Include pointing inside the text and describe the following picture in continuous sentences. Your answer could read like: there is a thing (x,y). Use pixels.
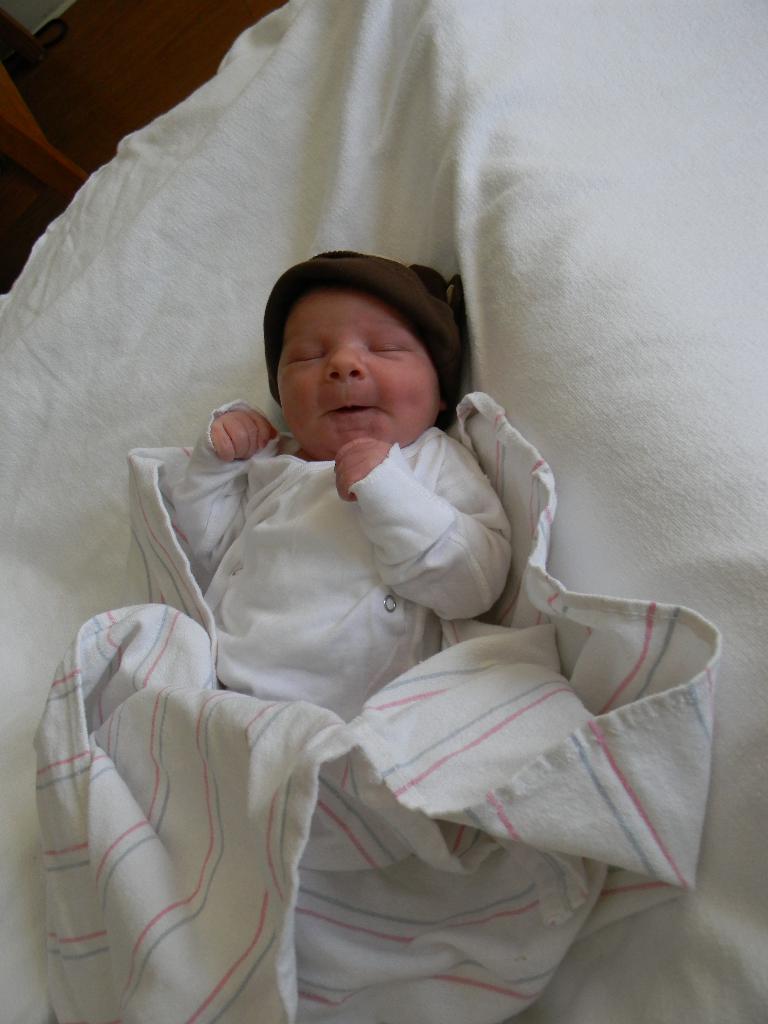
In this picture there is a small baby (271,585) wearing a white color clothes (377,630) is sleeping on the bed (497,264).
